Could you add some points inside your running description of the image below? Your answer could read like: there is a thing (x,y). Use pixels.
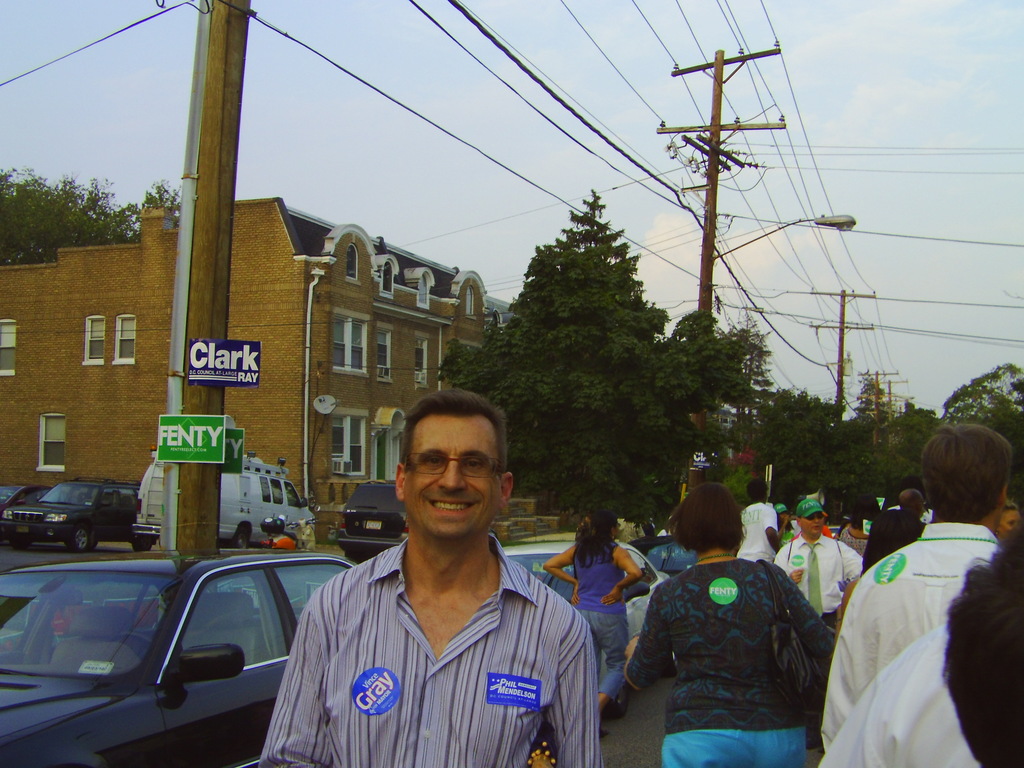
There is a group of people (365,598). Cars (301,557) are parking beside on a road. Some people (749,588) are standing and some people (742,569) are walking like slowly. In the center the striped shirt person (581,636) is smiling. We can see in the background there is a pole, wires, sky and buildings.
